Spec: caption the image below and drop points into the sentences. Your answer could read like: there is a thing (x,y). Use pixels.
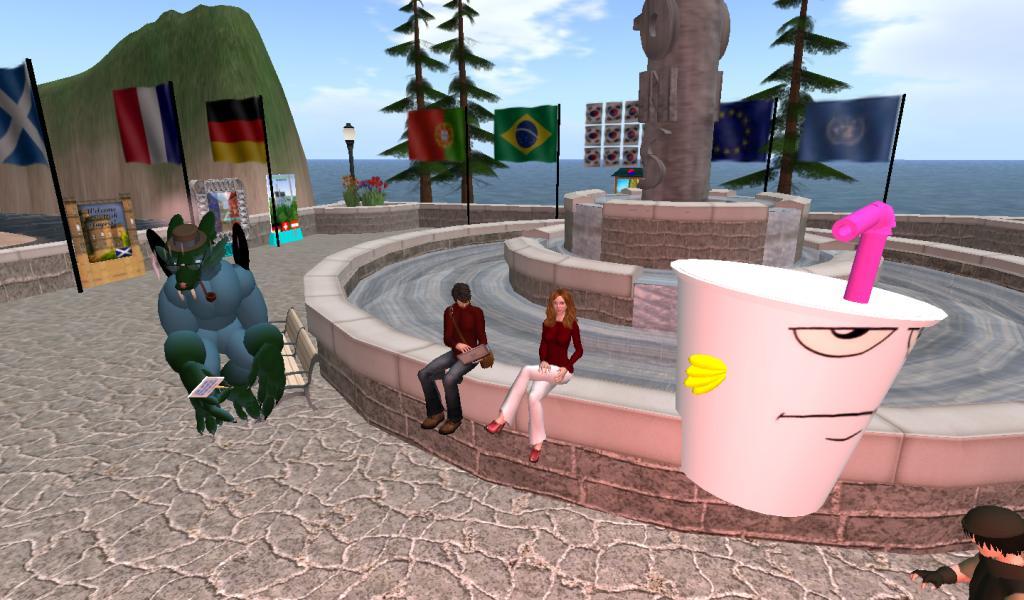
It is an animated image, two people (484,341) were sitting in front of a fountain (492,318) and beside them there is a bench (290,368) and there is a monster (229,336) beside the bench (290,329). In the background (184,152) there are few flags (241,151) and behind the flags (548,145) there is a sea (328,168).
